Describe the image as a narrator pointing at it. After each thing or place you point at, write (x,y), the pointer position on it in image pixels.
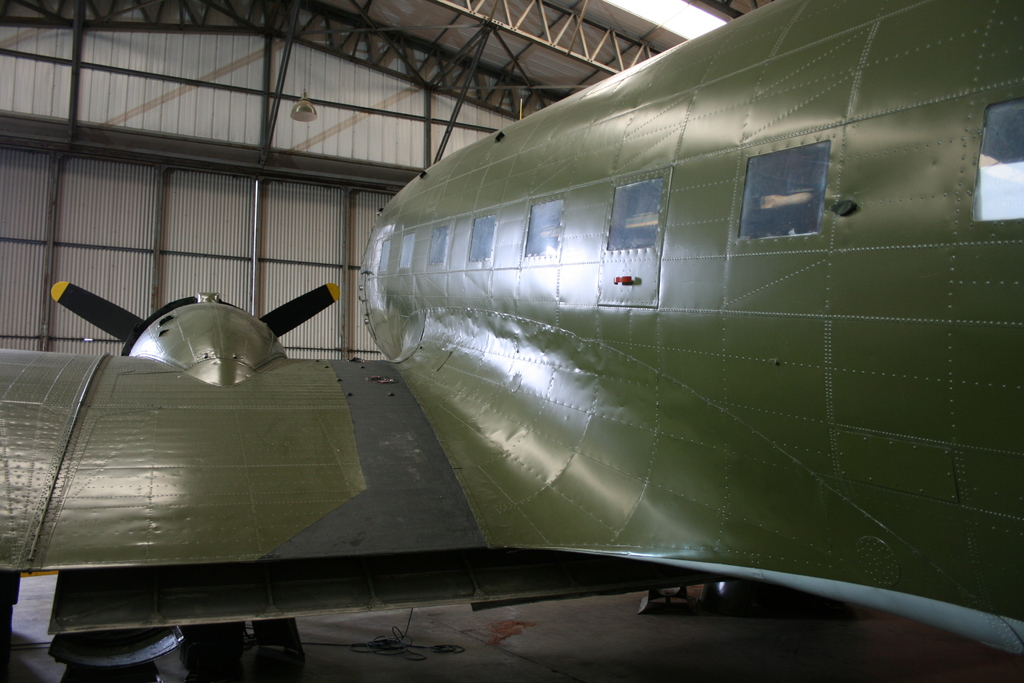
In this image I can see it looks like an aeroplane (601,391), on the left side (333,110) it looks like an iron shed (306,150).
